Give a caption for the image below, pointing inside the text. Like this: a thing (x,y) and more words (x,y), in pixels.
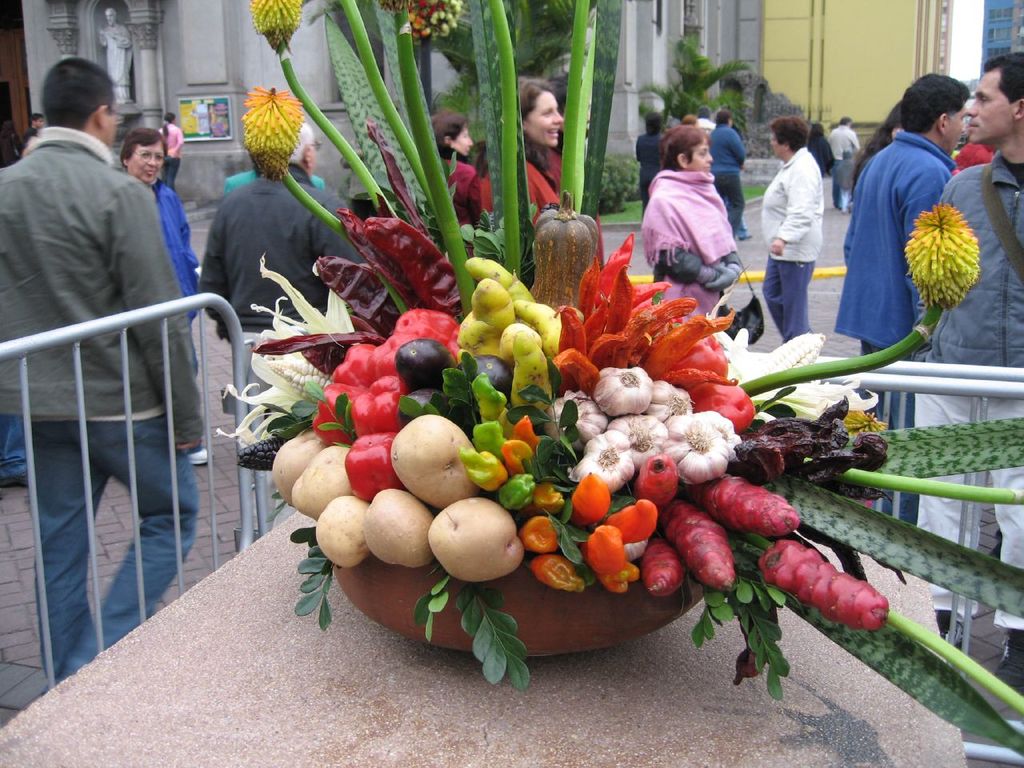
In this picture we can see container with vegetables (324,463), stems (400,138) and food items (331,395) on the platform (605,749). There are people (468,180) and we can see railings (139,319). In the background of the image (176,48) we can see buildings (647,47), plants (617,177), trees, statue (132,39), board (195,106) and sky (963,71).
